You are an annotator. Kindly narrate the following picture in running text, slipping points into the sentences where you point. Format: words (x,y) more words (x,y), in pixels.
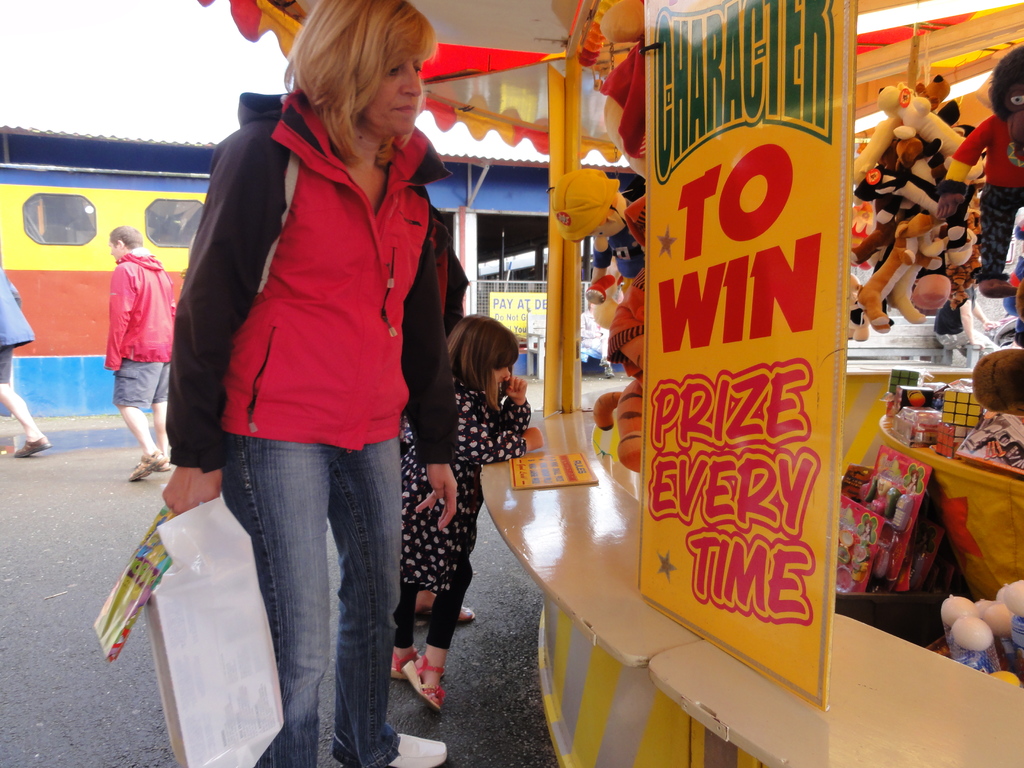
There is a lady (222,272) wearing jacket (233,354) and holding something in the hand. In the back (488,369) there is a girl (459,483) and some people (136,290) are there. On the right side (858,420) there is a stall (871,593) with banner (792,308) and many toys (915,470) in that. In the back (109,177) there is a building (194,232).
